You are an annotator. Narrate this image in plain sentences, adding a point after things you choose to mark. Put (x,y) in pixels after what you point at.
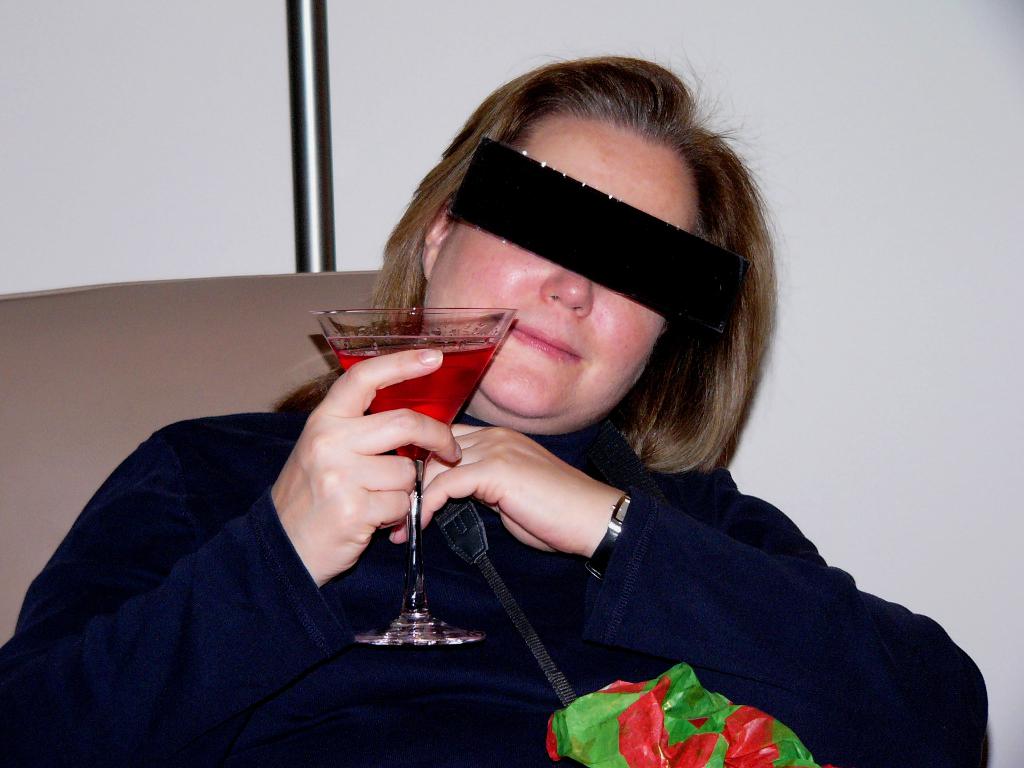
In this image, we can see a woman (630,341) sitting on the couch (84,437) and holding a wine glass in her hand (420,419), we can also see a black color to her eyes (536,241). In the background (388,152), we can see a metal rod (296,118) and a wall (850,318), at the bottom (674,693), we can also see a polyethylene cover (595,748).
